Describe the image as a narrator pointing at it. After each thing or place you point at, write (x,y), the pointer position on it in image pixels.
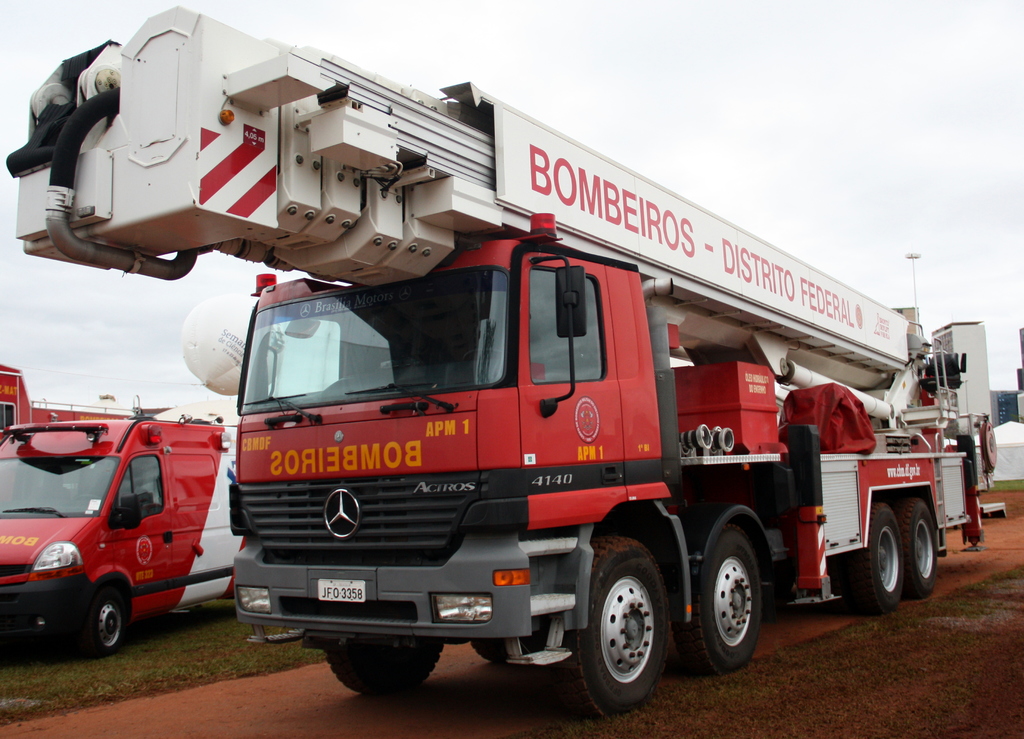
In this image in the center (413,460) there are vehicles (346,454) which are red and white in colour with some text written on it. In the background (1011,467) there is a tent (1011,453), there's grass (1009,485) on ground (1003,482) and there is a building (1009,405) and the sky (786,109) is cloudy.
